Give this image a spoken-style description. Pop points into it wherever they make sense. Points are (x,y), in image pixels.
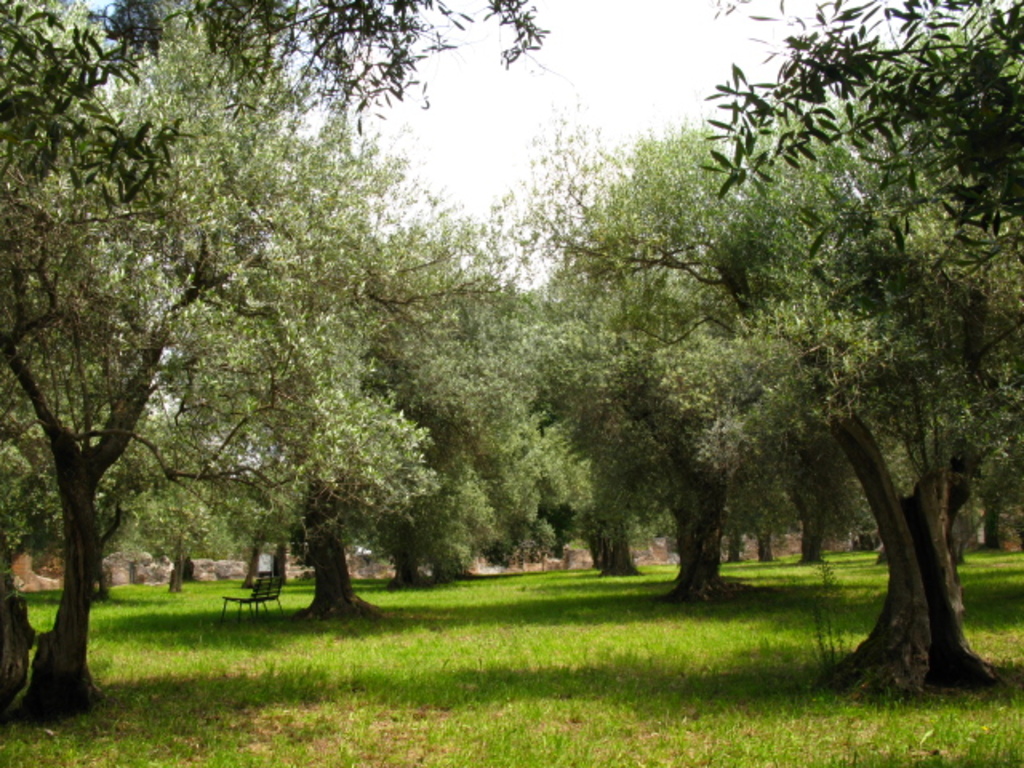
Here in this picture we can see a grass lawn (322,693) with many huge trees (696,490).
